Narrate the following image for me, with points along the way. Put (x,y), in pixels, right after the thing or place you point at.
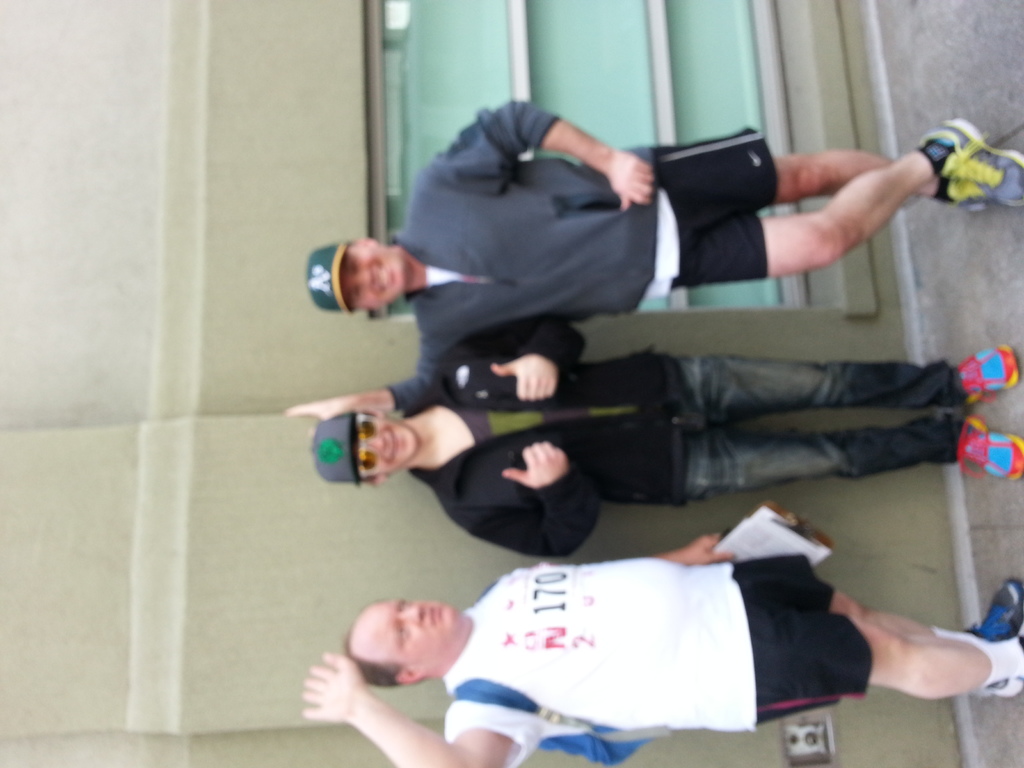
There are three men (588,373) in the picture.
